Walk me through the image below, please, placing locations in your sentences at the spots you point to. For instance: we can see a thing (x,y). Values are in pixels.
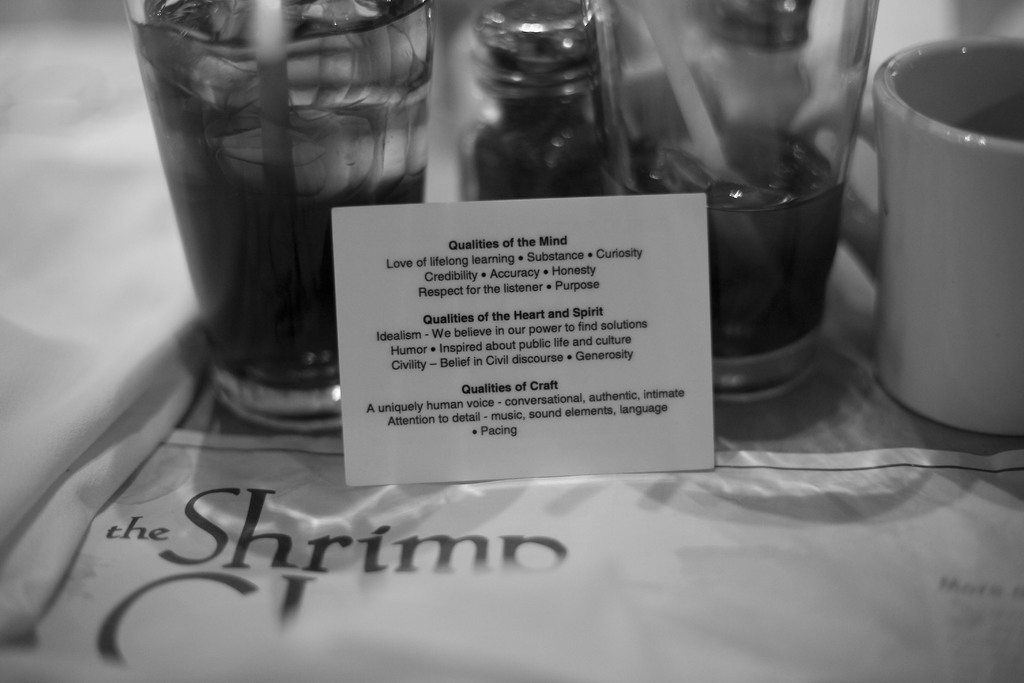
This is a black and white image. In the middle of the image (482,365) there is a card (527,254) on which I can see some text (494,328). Behind there are few glasses (213,162) and a mug (946,155). At the bottom (309,576) there is sheet (610,522). On the left side (116,387) there is a white color cloth (75,289).
